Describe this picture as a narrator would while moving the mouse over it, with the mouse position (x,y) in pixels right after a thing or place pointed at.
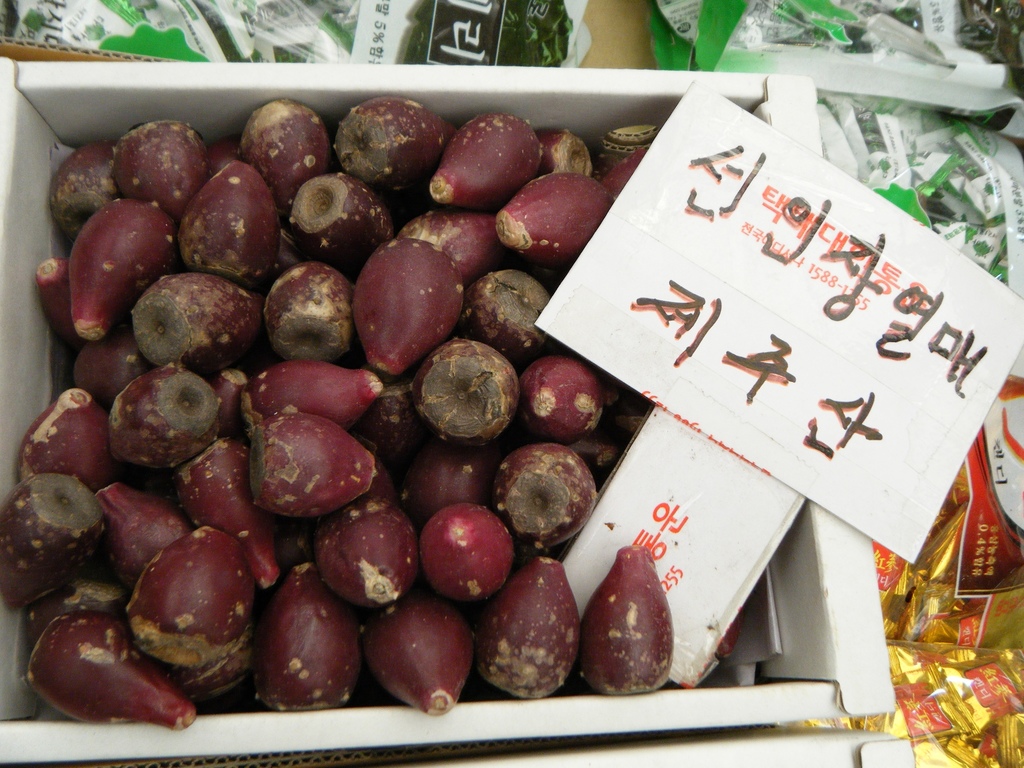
In this picture we can see some vegetables (360,424) which are in box (190,744) and we can see name board (692,329) and there is some text (657,308) on it.
